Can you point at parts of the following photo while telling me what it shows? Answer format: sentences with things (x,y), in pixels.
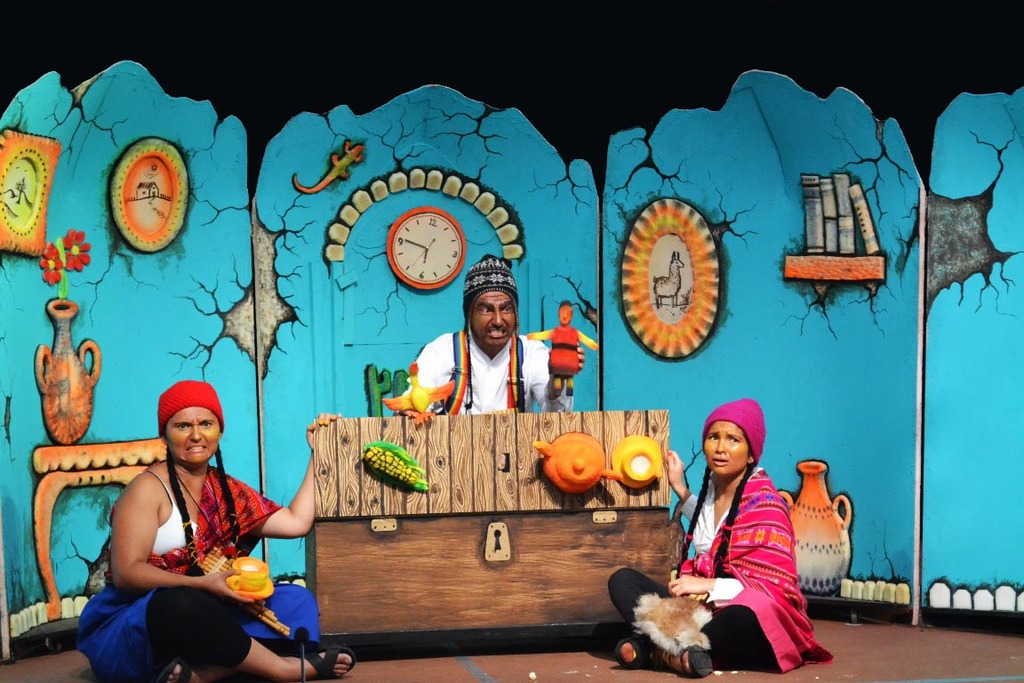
There are three people (740,544) sitting. This looks like a wooden table (648,433) with the toys (577,445) attached to it. I think these people (524,346) are doing a roleplay. This is a kind of a wall (80,226) with the painting (346,175) on it. The background (681,18) looks dark.
